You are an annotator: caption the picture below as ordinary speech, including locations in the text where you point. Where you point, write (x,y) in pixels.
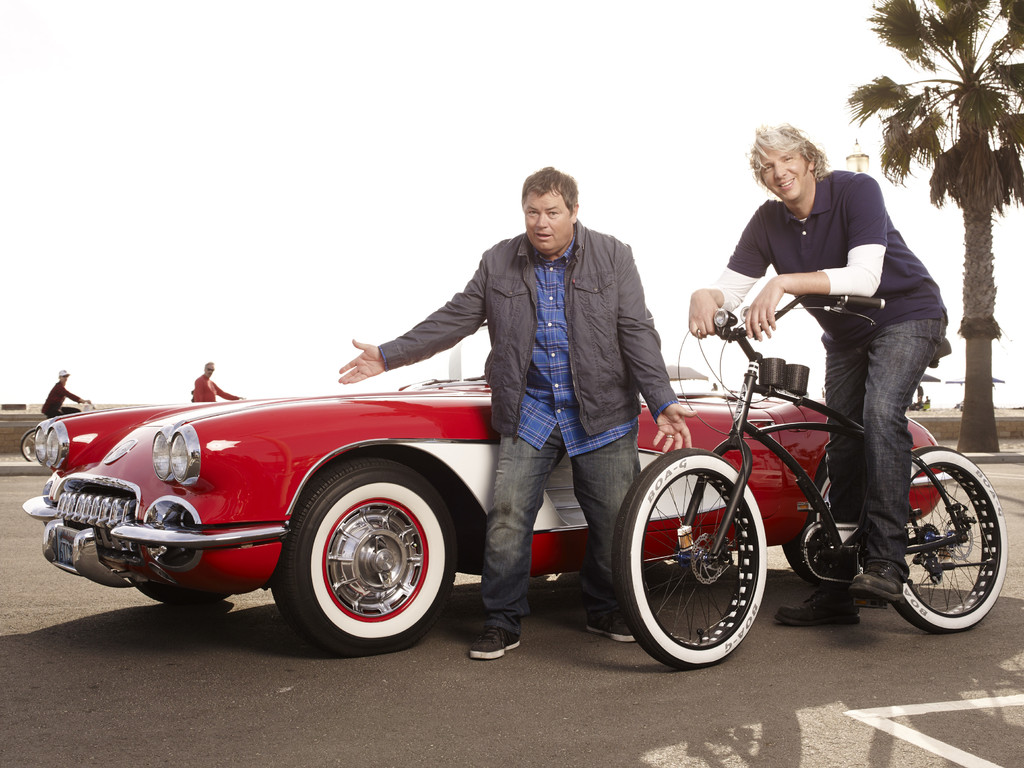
This person (600,449) standing. This person (888,486) sitting and holding bicycle (839,529). we can see car (464,501) on the road (466,594). On the background (378,153) we can see sky (485,177), tree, persons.
